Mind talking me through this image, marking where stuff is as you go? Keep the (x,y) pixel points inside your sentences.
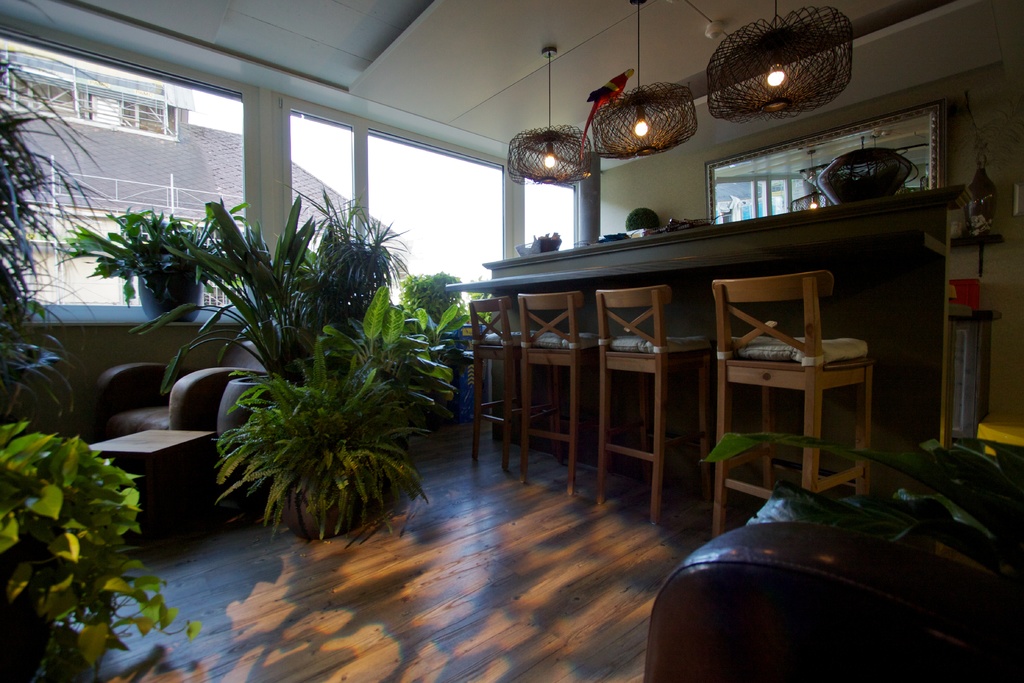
In a room (608,257) there is a table (852,216). On the table (882,211) there are some baskets (859,174) and pots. There are four chairs (662,320). And to the corner there is a sofa (216,428). There are many plants (343,299). On the top (672,130) there are many lights (611,112). There is a window (298,182). Outside the window (278,181) there is a building (147,159).
